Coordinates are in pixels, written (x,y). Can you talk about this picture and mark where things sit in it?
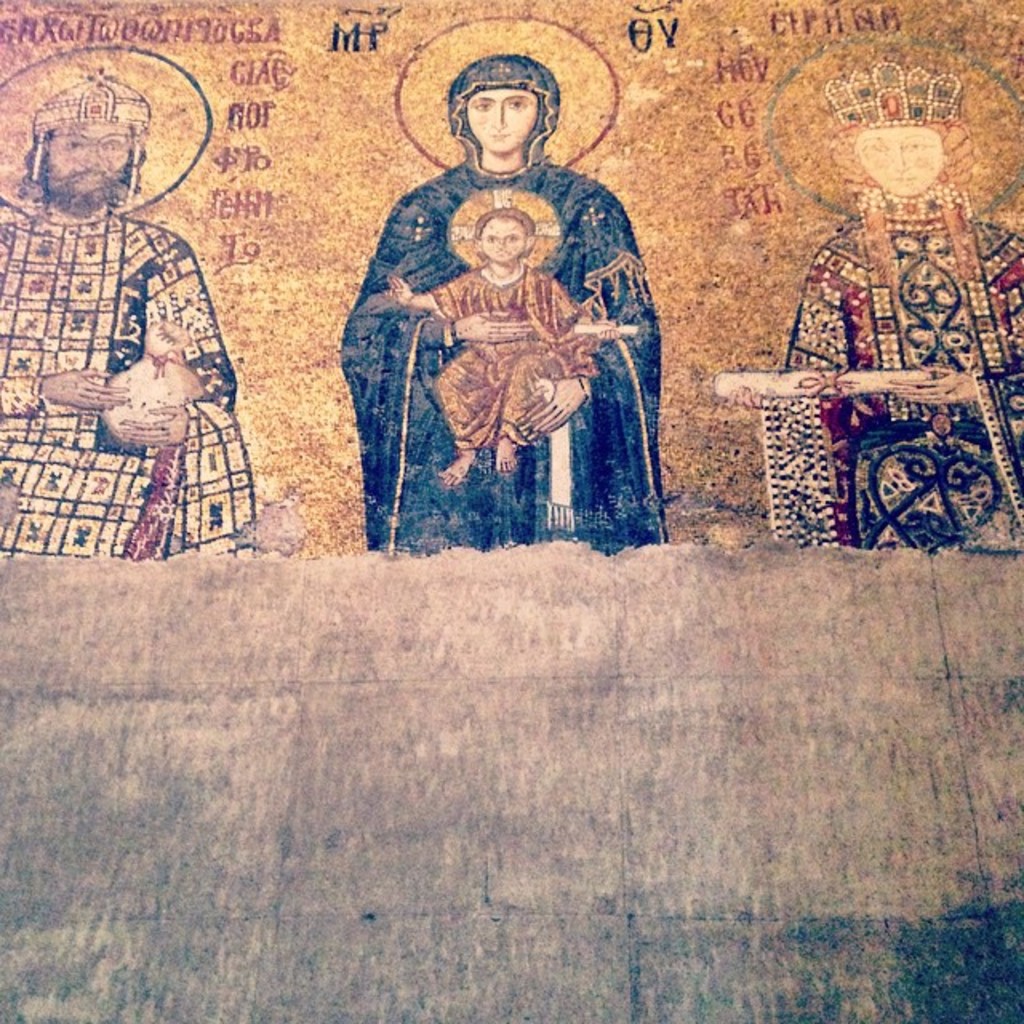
In this image we can see the painting (504,261) of a few persons (367,353) and some text (244,211) on the wall (376,818).
